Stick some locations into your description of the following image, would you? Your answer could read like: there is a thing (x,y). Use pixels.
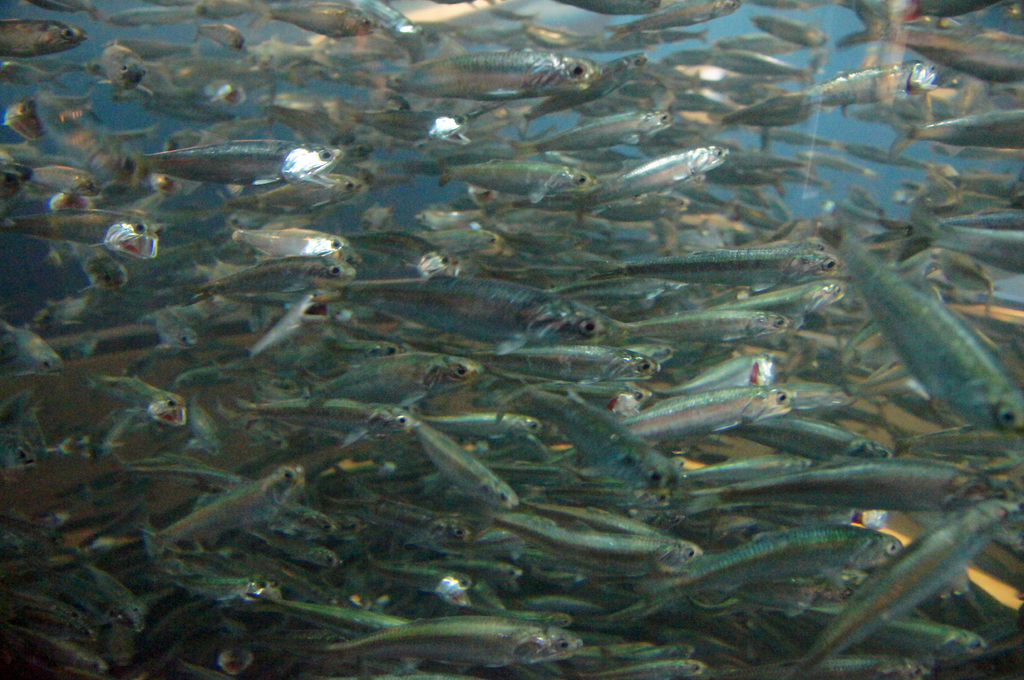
In this image we can see small fishes (418,527) are there in a water body (109,128).
